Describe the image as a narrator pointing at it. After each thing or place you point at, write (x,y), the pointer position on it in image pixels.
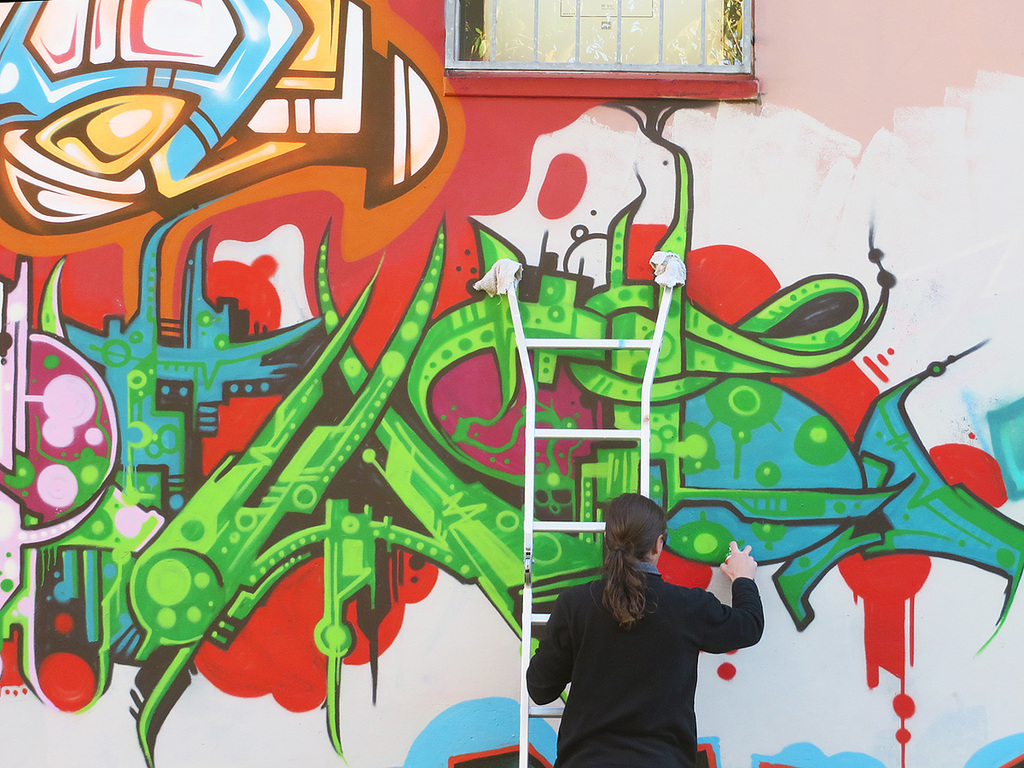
In the foreground of this image (656,710), there is a woman (638,670) on a ladder (525,590) and doing graffiti painting (644,306) on the wall (245,518).
